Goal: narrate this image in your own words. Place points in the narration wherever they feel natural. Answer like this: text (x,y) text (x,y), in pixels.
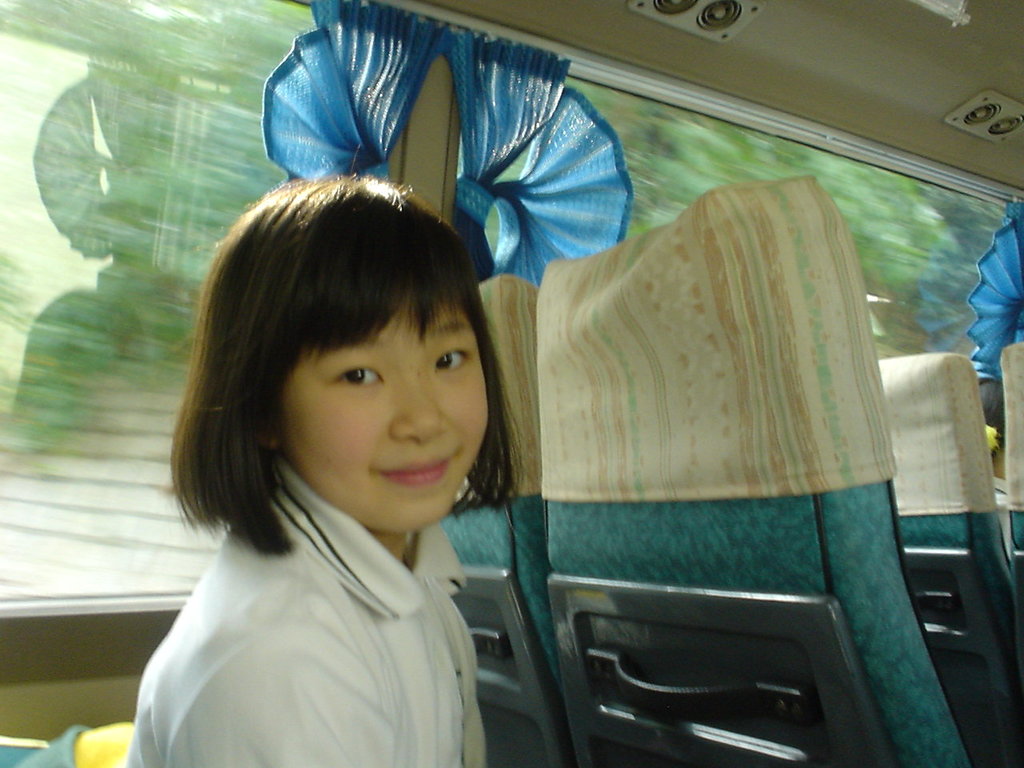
In this image I see the inside of a bus (981,125) and I see the blue color curtains (541,98) and I see the windows (688,143) and I can also see the chairs (523,422) and I see a woman (409,335) over here who is wearing white t-shirt (172,747) and I see a yellow color thing (86,736) over here.
